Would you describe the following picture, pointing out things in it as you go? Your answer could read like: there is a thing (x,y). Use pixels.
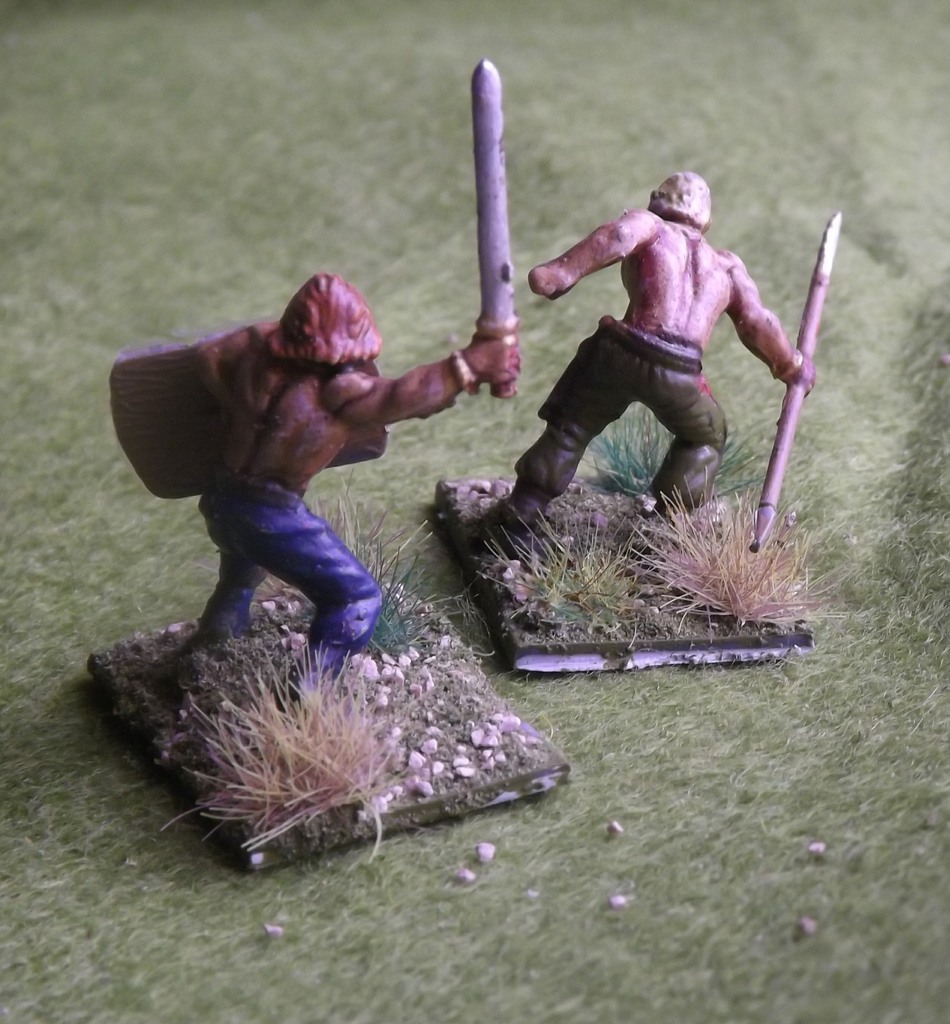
In this image we can see two toys (406,760), grass (267,804), stones (621,902), which are on the mat (499,399).
